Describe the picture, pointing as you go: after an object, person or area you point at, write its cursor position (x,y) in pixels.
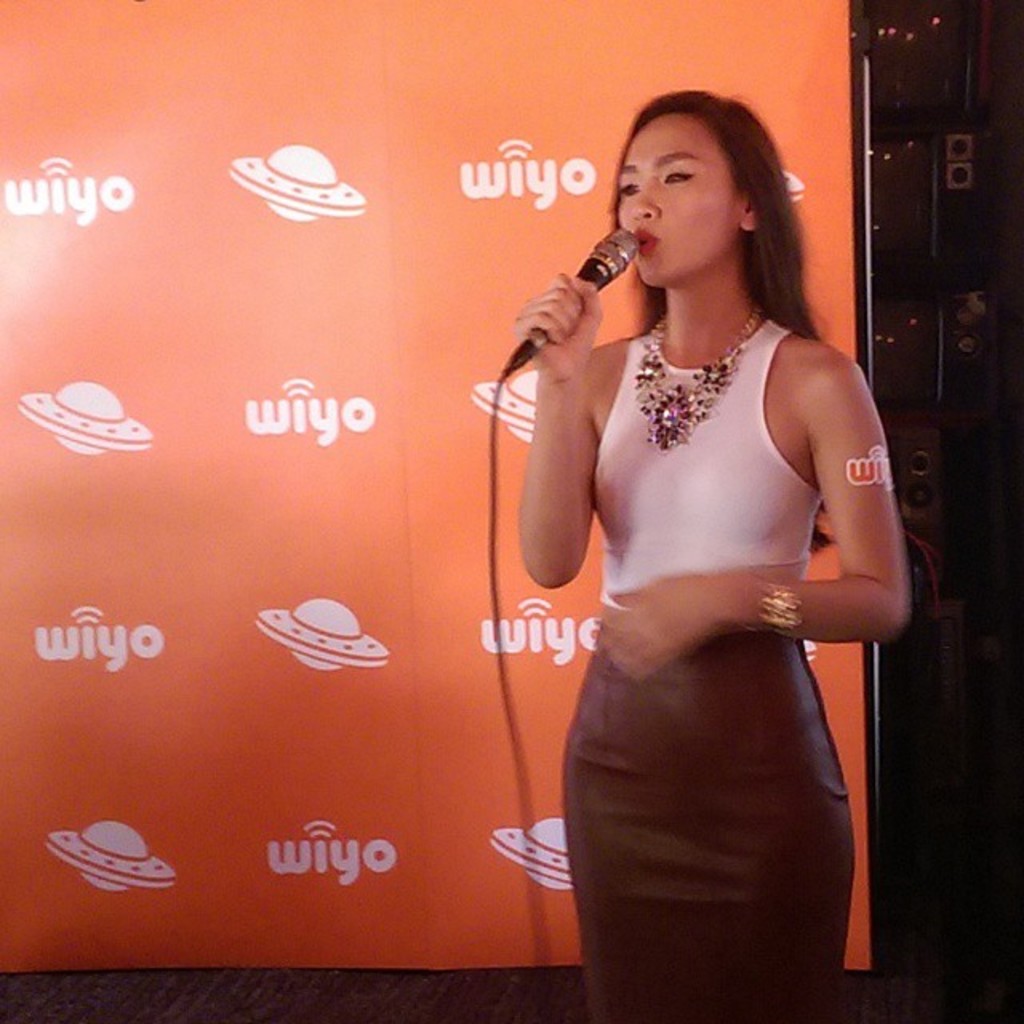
In this image I see a woman (675,194) who is holding a mic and in the background (428,519) I see the banner (817,5).
